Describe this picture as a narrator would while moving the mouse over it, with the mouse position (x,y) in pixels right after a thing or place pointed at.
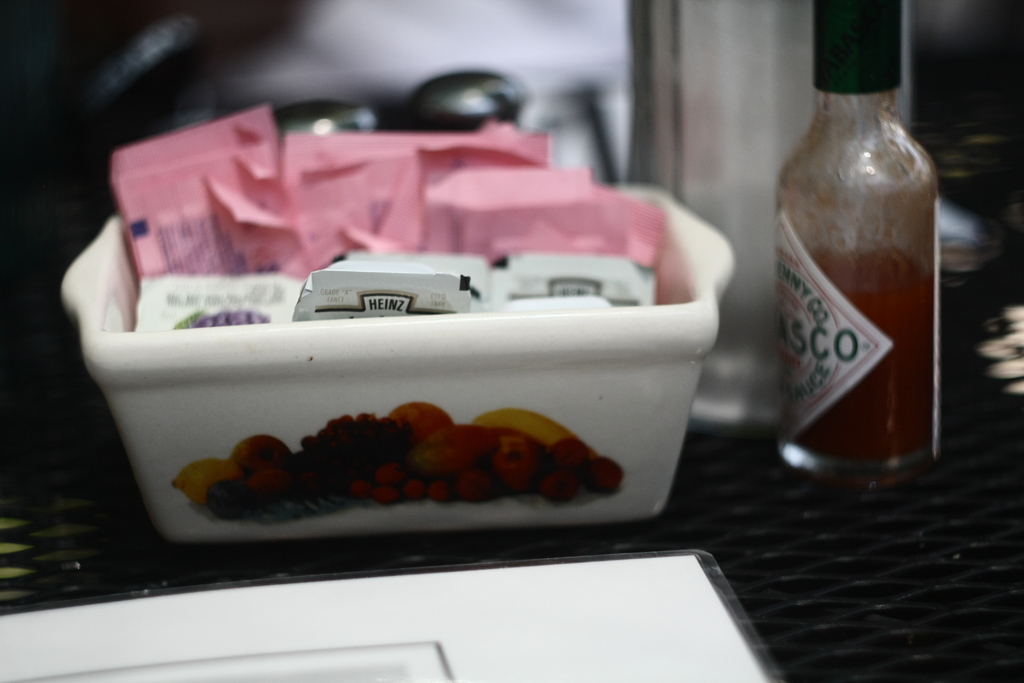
Here there is a bowl (406,463) with some packets (422,231) in it. On the right (812,203) there is a bottle (839,101).
